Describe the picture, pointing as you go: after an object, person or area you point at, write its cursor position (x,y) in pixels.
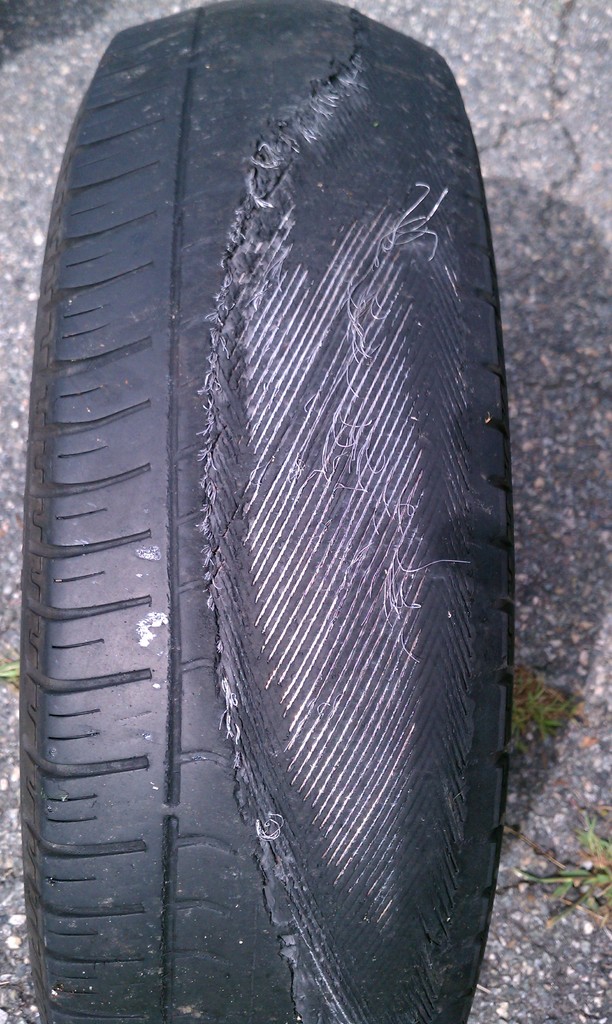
In this image there is a tyre (254,447).
